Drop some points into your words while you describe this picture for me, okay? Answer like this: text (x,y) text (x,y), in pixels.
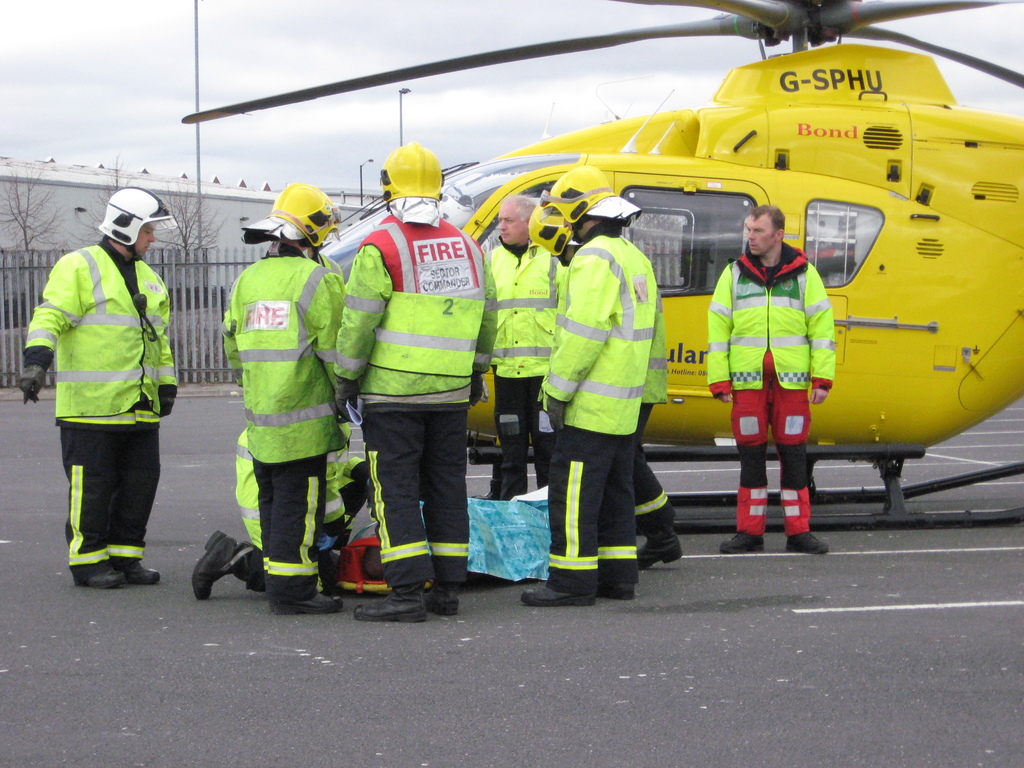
In this image there are group of workers (378,356) who are wearing the green color jackets (472,361) are standing on the floor (496,589). Beside them there is a helicopter (795,150). In the background (224,264) there is fence (192,273). Behind the fence (192,253) there are small trees (176,196) and a shed (132,185).
